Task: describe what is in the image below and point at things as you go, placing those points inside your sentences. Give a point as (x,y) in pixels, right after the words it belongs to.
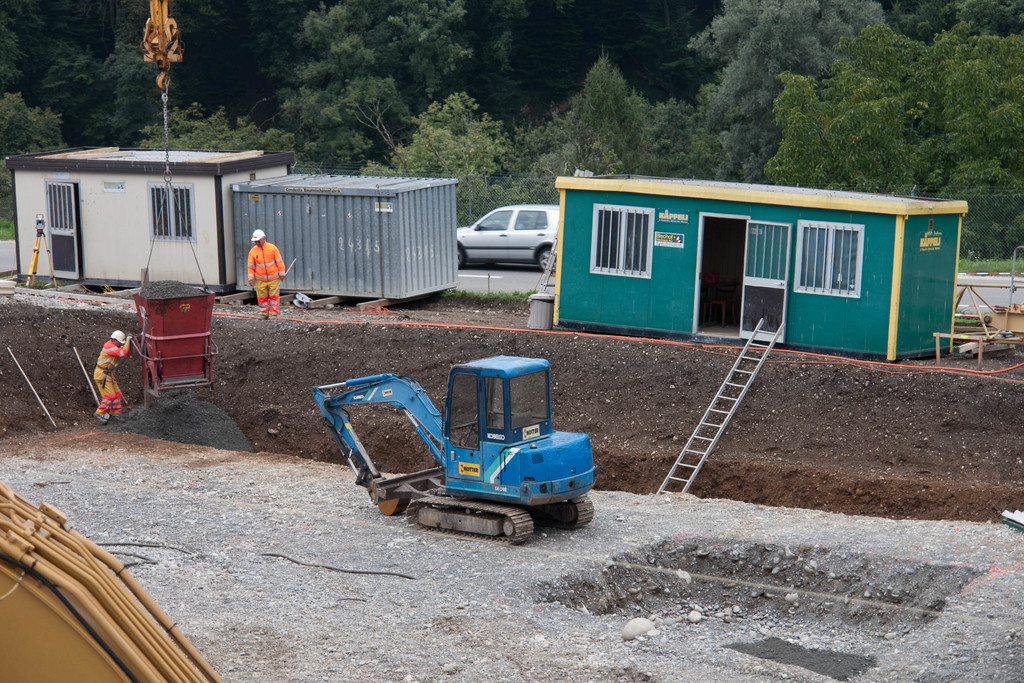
In the middle of the picture (448,421), we see a bulldozer (488,472) in blue color. Beside that, we see a man (107,408) is standing. Beside him, we see a red color tin (178,337) which is hanged to the crane (165,46). Beside that, we see a man (274,298) in orange jacket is standing. Beside him, we see a container (249,218) and two houses (167,215) in white and green color. We see a ladder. Behind him, we see a car (522,241). There are trees (534,133) in the background (638,121). On the right side (971,285), we see a wooden thing (962,338).
